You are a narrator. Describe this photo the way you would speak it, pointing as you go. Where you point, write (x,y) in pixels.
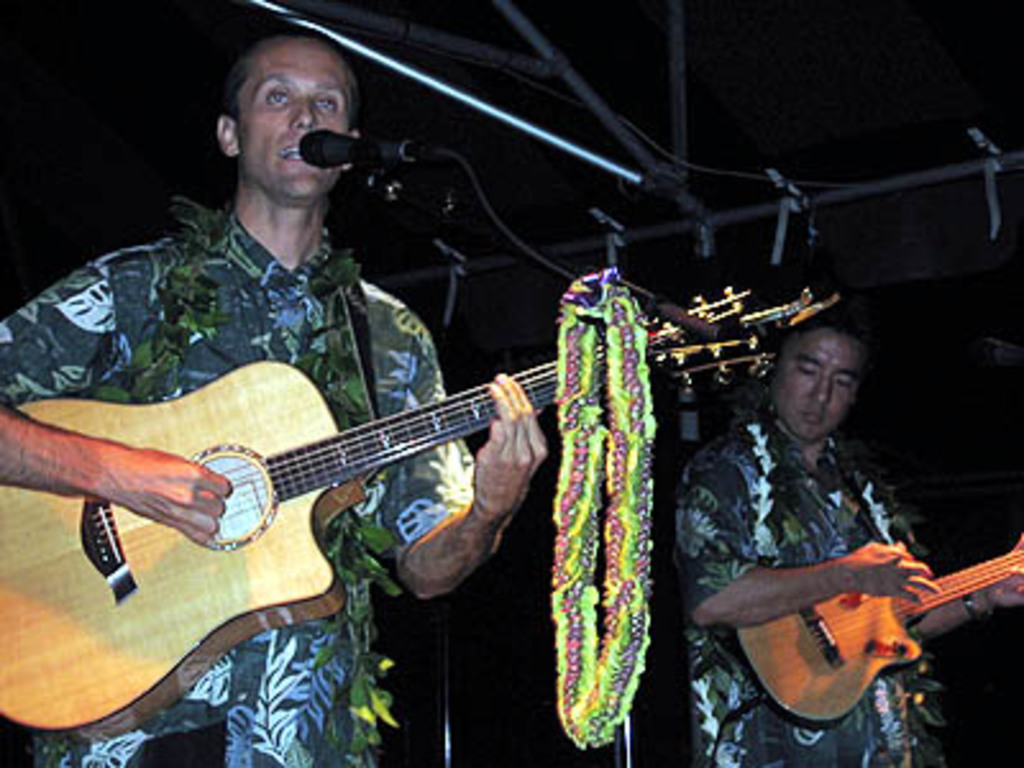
In the picture there are two people (712,537) one person (349,397) is holding a guitar (373,454) and playing it and singing in the microphone (354,154) and another person (879,588) is playing the guitar (842,605). The person (306,633) wore a garland (313,286) made of leaves (216,231). It's very dark in the background (105,156).
